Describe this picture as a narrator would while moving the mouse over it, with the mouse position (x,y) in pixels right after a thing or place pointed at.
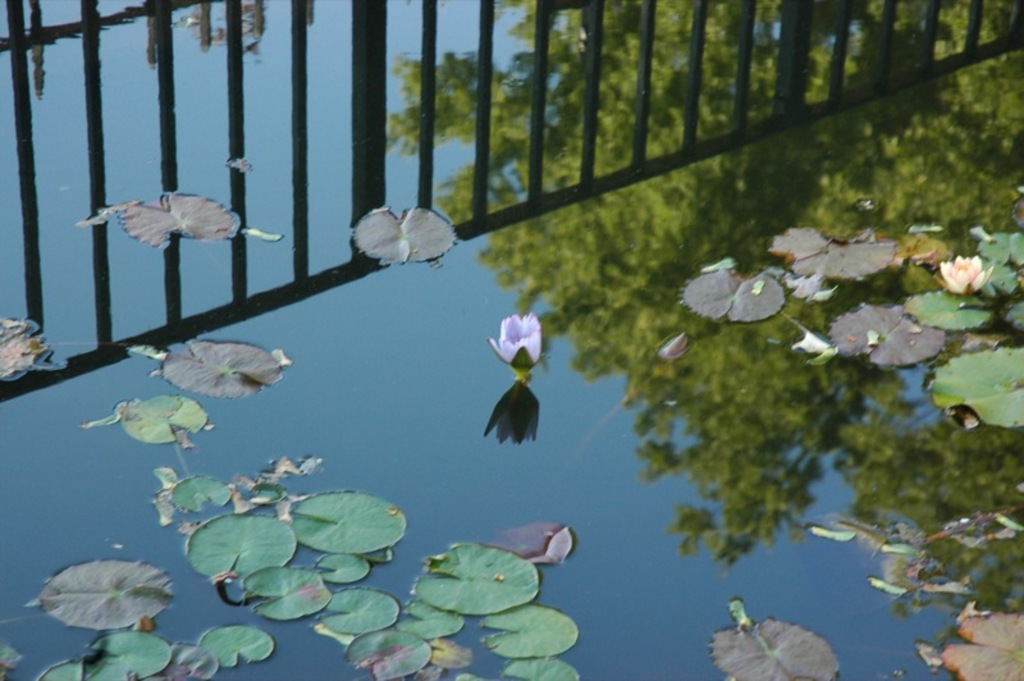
In this image we can see water (472,484). On the water (656,195) there are leaves (171,216), flowers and other objects (826,353). On the water (454,309) we can see some reflections (787,505).
